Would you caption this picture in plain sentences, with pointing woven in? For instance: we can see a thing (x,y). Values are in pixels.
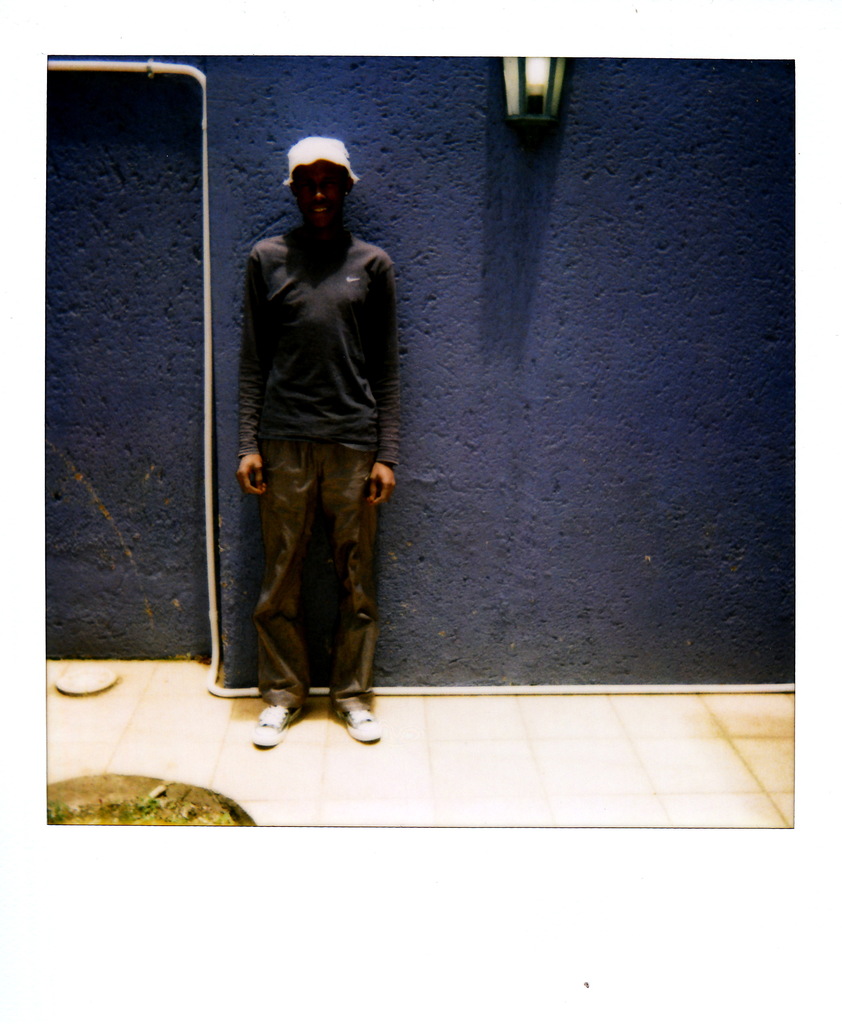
In the center of the image (350,532) we can see one person (359,510) is standing and he is smiling and we can see he is wearing a hat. At the bottom left side of the image (158,814) we can see some object (156,794). In the background (231,441) there is a wall (415,232), pipe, lamp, plate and a few other objects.
